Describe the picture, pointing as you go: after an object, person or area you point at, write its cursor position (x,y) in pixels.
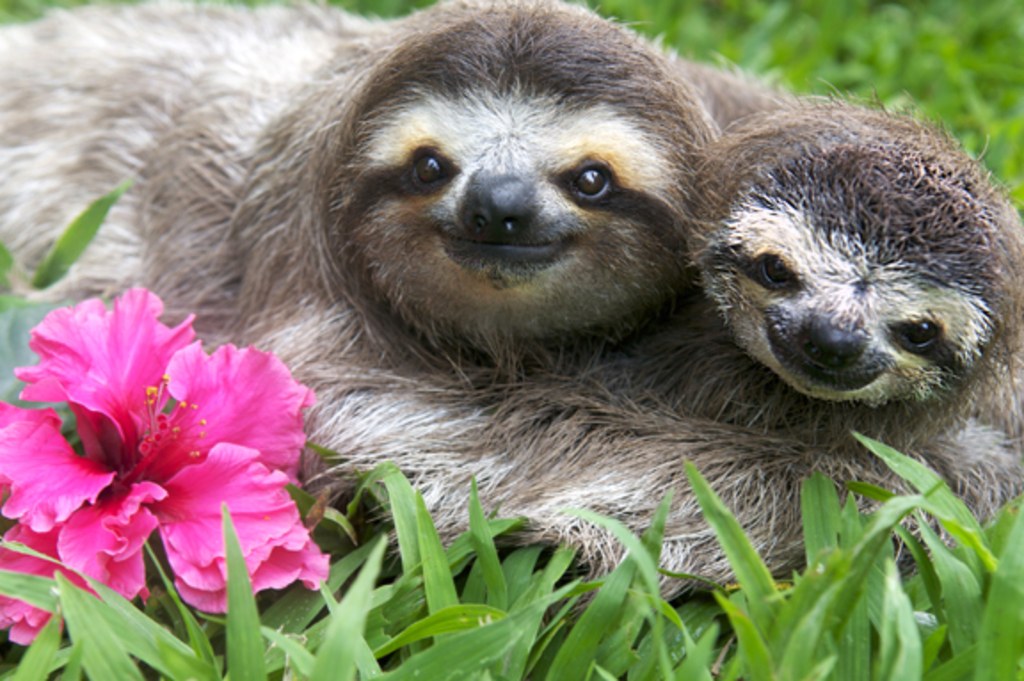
In this image we can see two animals (327,275) on the ground (995,63), one flower (261,439), one green object (16,389) looks like leaf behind the flower (18,423), some grass (988,548) on the ground (682,47) and the background (1000,79) is blurred.
